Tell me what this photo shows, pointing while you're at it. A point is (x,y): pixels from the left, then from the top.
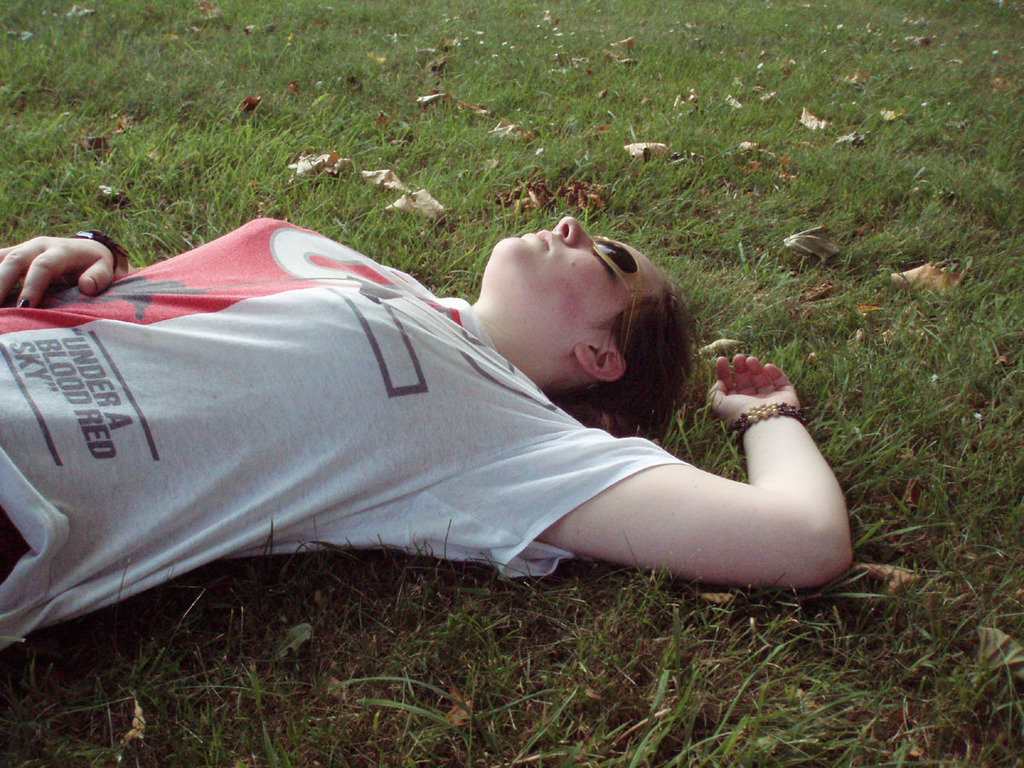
In this picture I can see woman (244,374) is lying on the grass (896,19), side there are some dry leaves (307,172) on the grass (707,152).
